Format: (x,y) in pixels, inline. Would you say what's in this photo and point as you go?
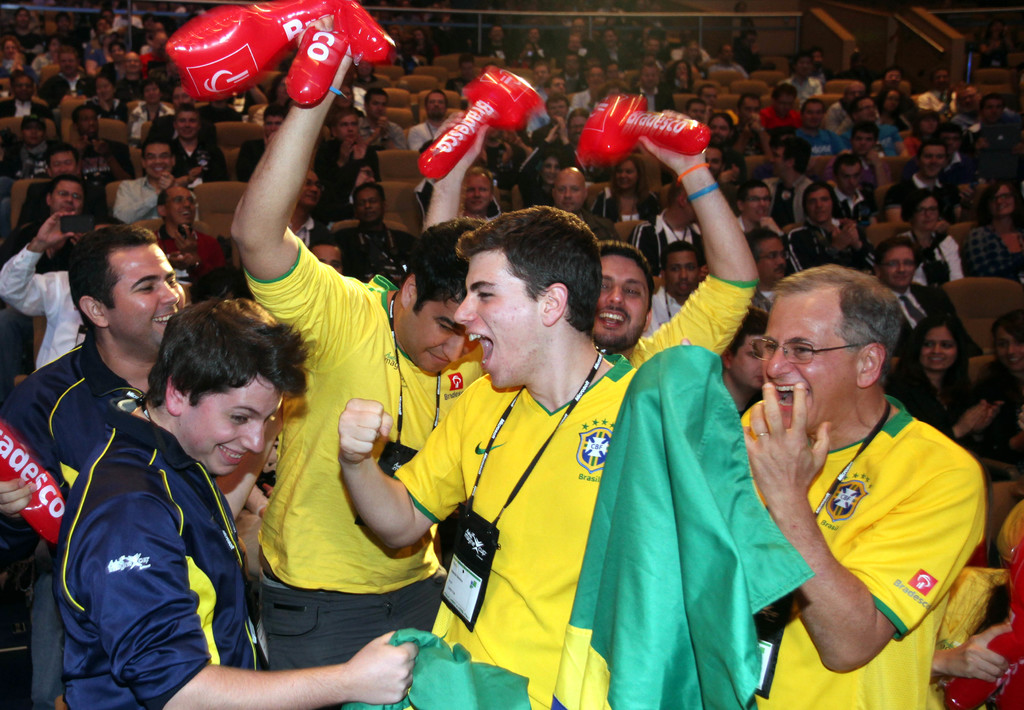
In this image there are many people (363,110). In the foreground (190,461) there are a few people (338,423) standing and smiling. They are holding a few objects (475,112) in their hands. In the background (764,133) there are spectators (339,136) sitting on the chairs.
